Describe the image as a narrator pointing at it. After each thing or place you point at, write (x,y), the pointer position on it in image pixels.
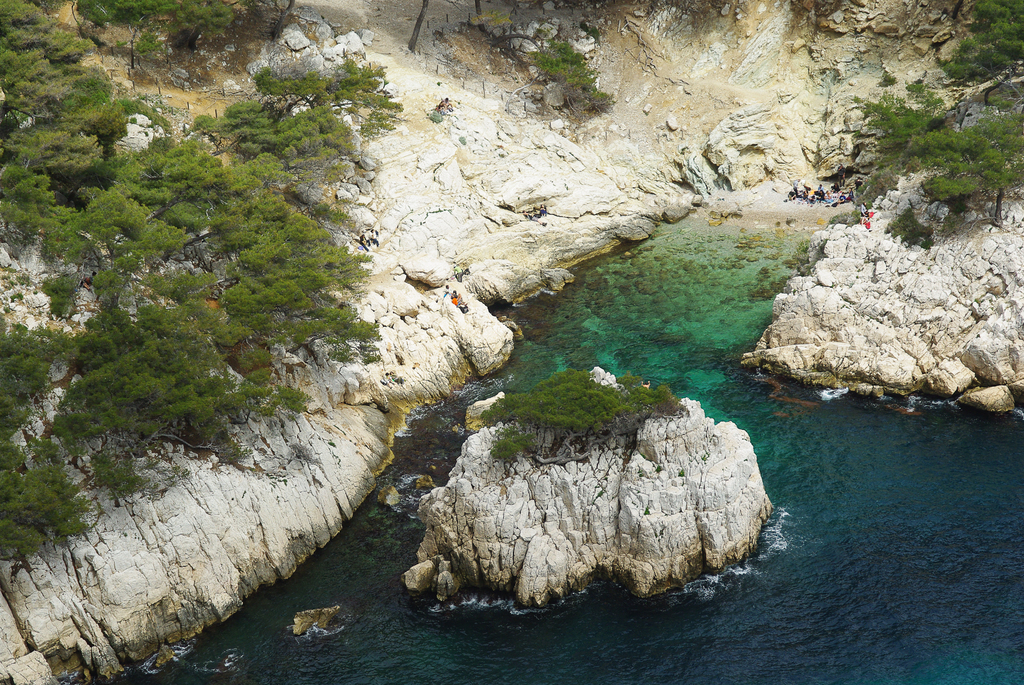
In this picture we can see trees (369,73), hill (304,73), thicket (164,433), water (555,618) and rocks (656,563).
